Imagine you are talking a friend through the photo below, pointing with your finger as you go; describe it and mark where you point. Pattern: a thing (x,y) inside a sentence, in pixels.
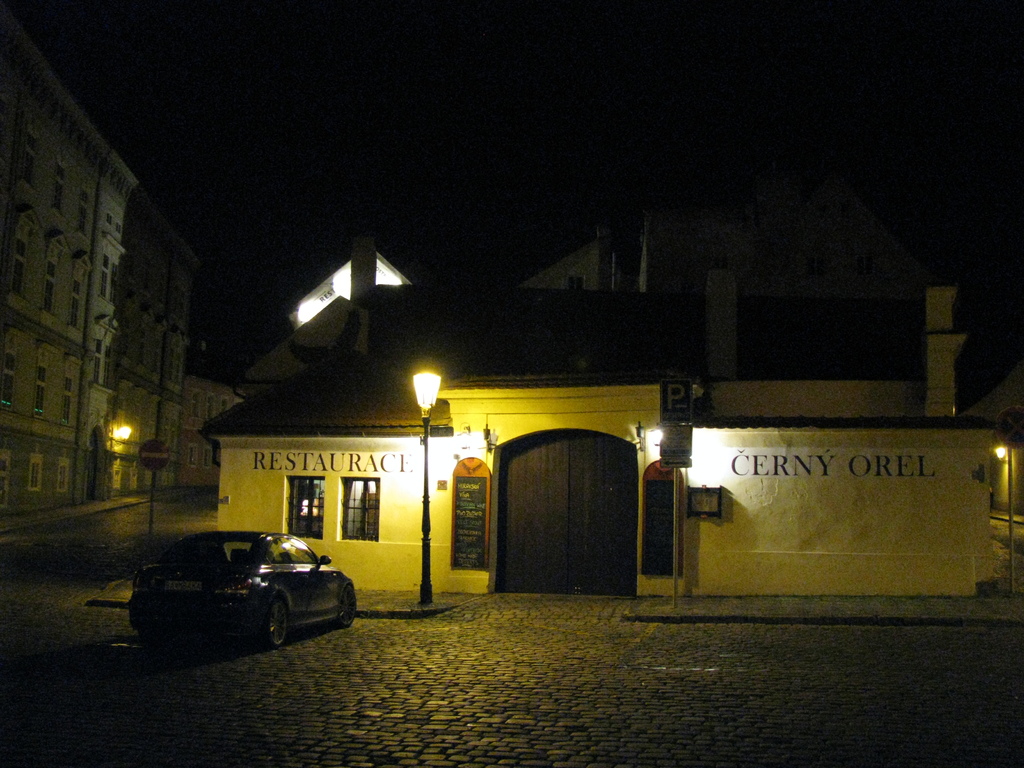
This image is taken outdoors. At the bottom of the image (482,710) there is a floor (500,691). On the left side of the image (112,369) there are a few buildings (77,387) with walls (30,393), windows (39,403), doors (89,486) and roofs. There is a pole (152,538) and there is a light (114,431). In this image the background (221,87) is dark. In the middle of the image (560,397) there is a house (435,497) with walls (245,490), windows (319,494), a door (572,522) and a roof (310,417). There are a few lights (460,437). There is a pole (423,528) with a street light (418,379) and there are two boards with text (812,475) on them. A car (233,545) is parked on the floor (342,646).
